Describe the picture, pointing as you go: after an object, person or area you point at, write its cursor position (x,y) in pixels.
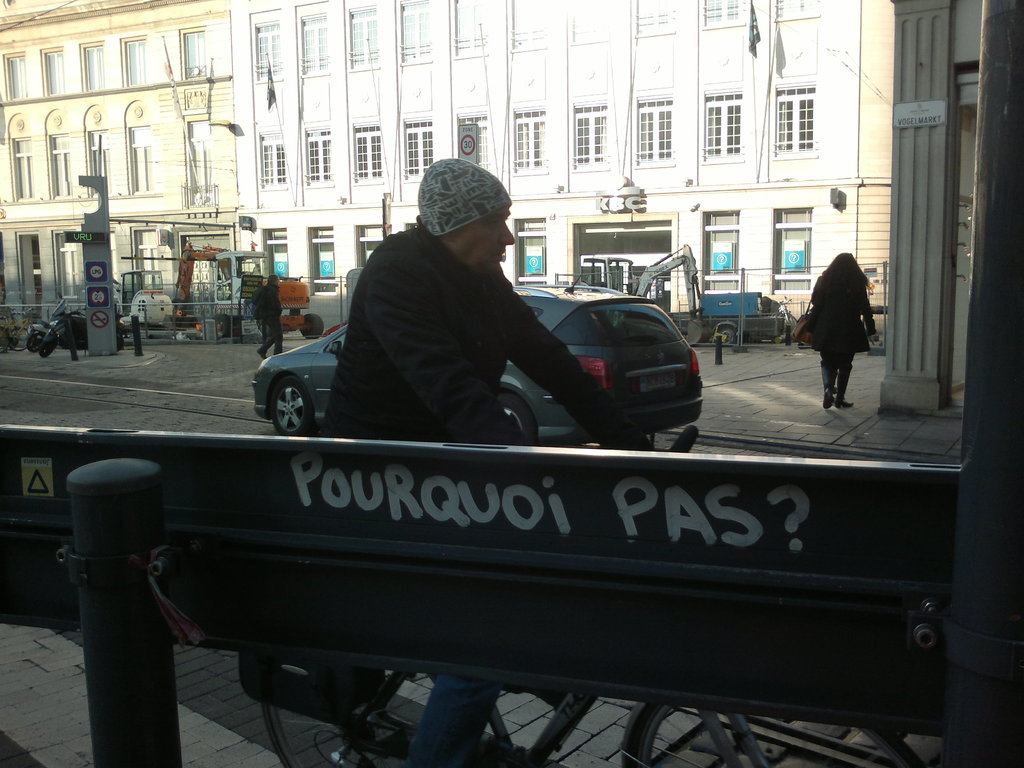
In this picture we can see group of people (389,307) and few vehicles (346,328), in the middle of the image (477,326) we can see a man (424,318), he is riding bicycle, beside to him we can see few metal rods (375,586), in the background (745,273) we can find few buildings (321,116) and flags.
